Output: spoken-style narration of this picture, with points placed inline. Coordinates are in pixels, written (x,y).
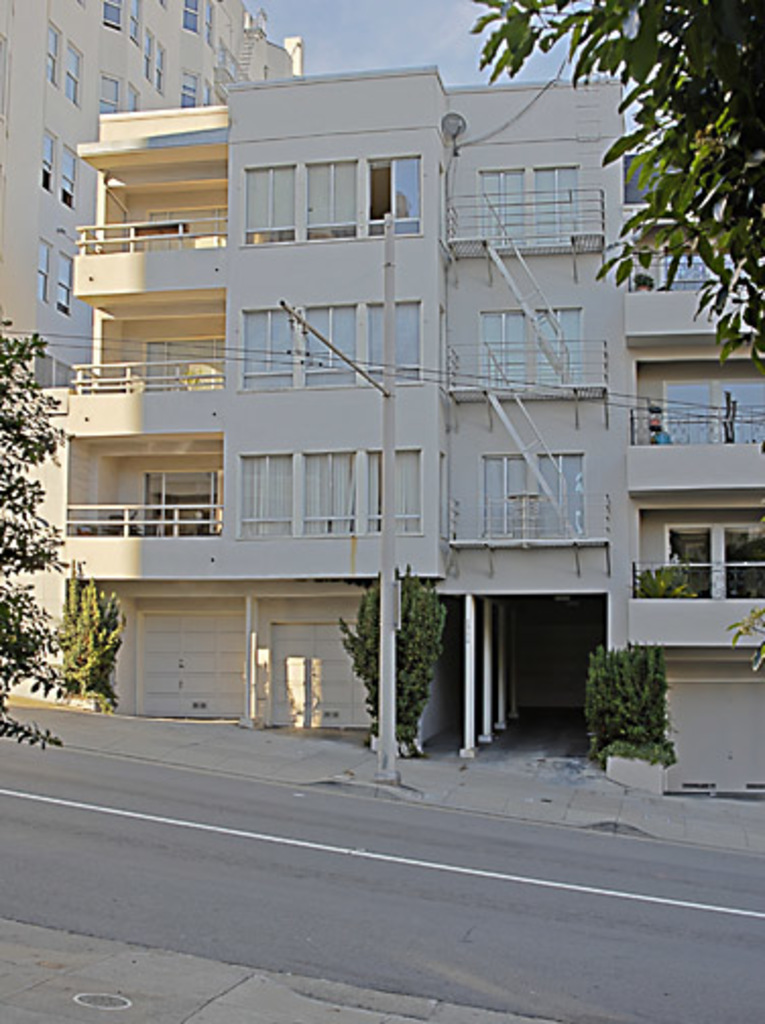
In this image we can see the buildings (228,184), trees (3,634) and also a pole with the wires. We can also see the sky (433,24) and at the bottom (336,878) we can see the road (390,851) and also the path (138,975).
